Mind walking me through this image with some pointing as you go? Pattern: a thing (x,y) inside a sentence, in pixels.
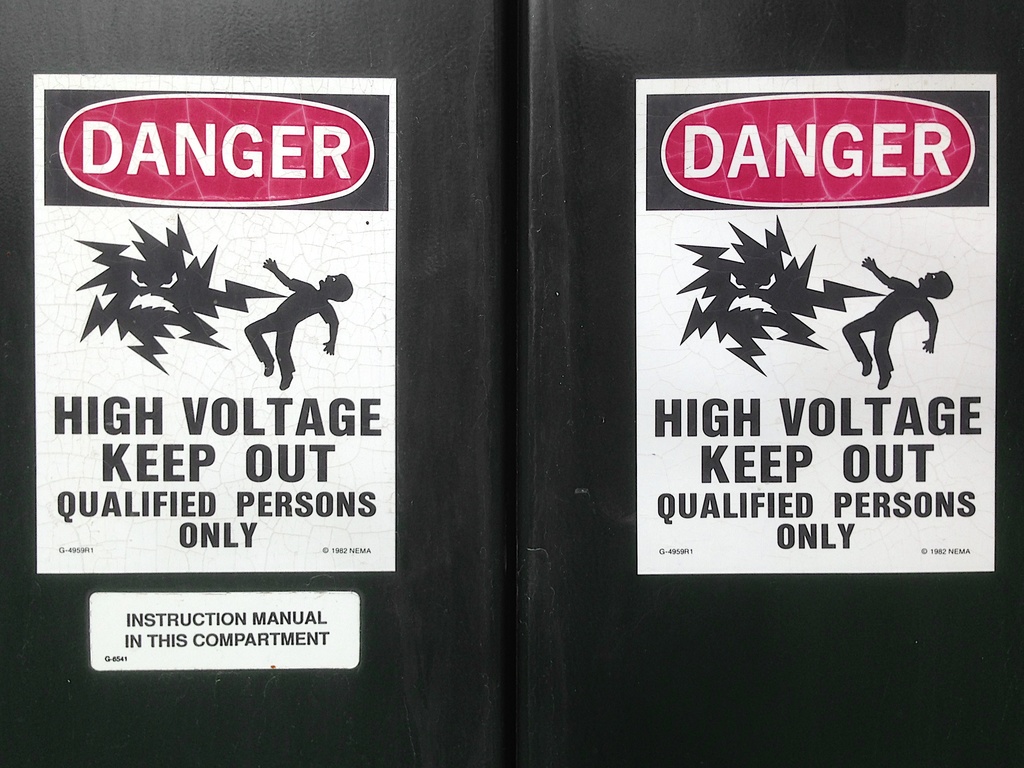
In this image we can see sign boards (774,461) with some text (270,504) on the metal doors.
